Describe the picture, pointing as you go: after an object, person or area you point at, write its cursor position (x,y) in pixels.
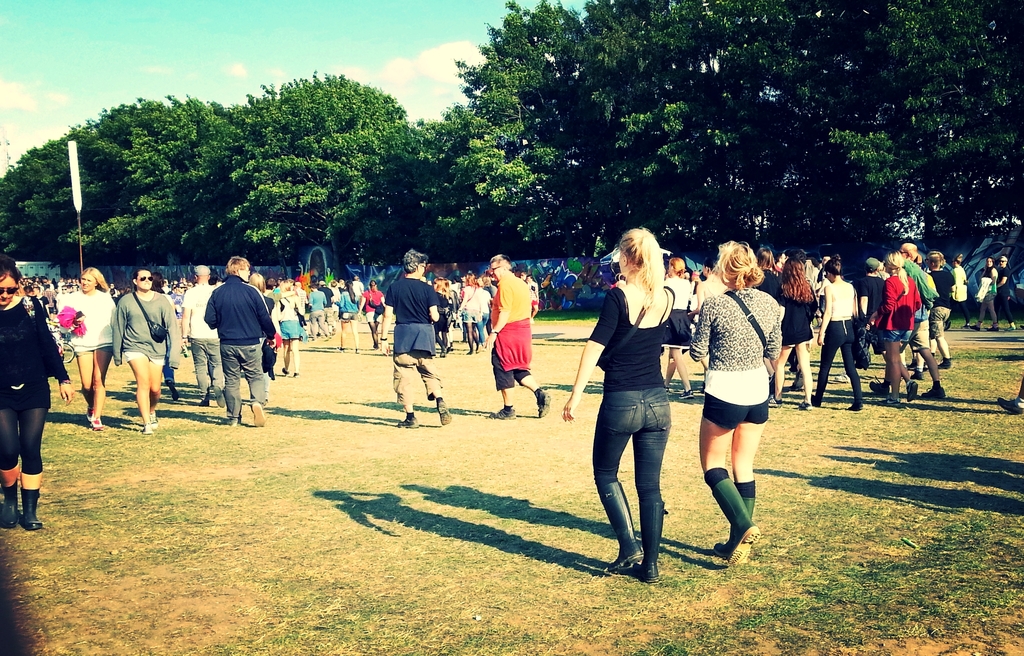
In this image there are many people (308,306) walking on the ground (868,584). There is grass (776,585) on the ground (385,580). In the background (378,273) there are trees (493,108) and a wall (311,265). At the top (288,39) there is the sky (343,39).
